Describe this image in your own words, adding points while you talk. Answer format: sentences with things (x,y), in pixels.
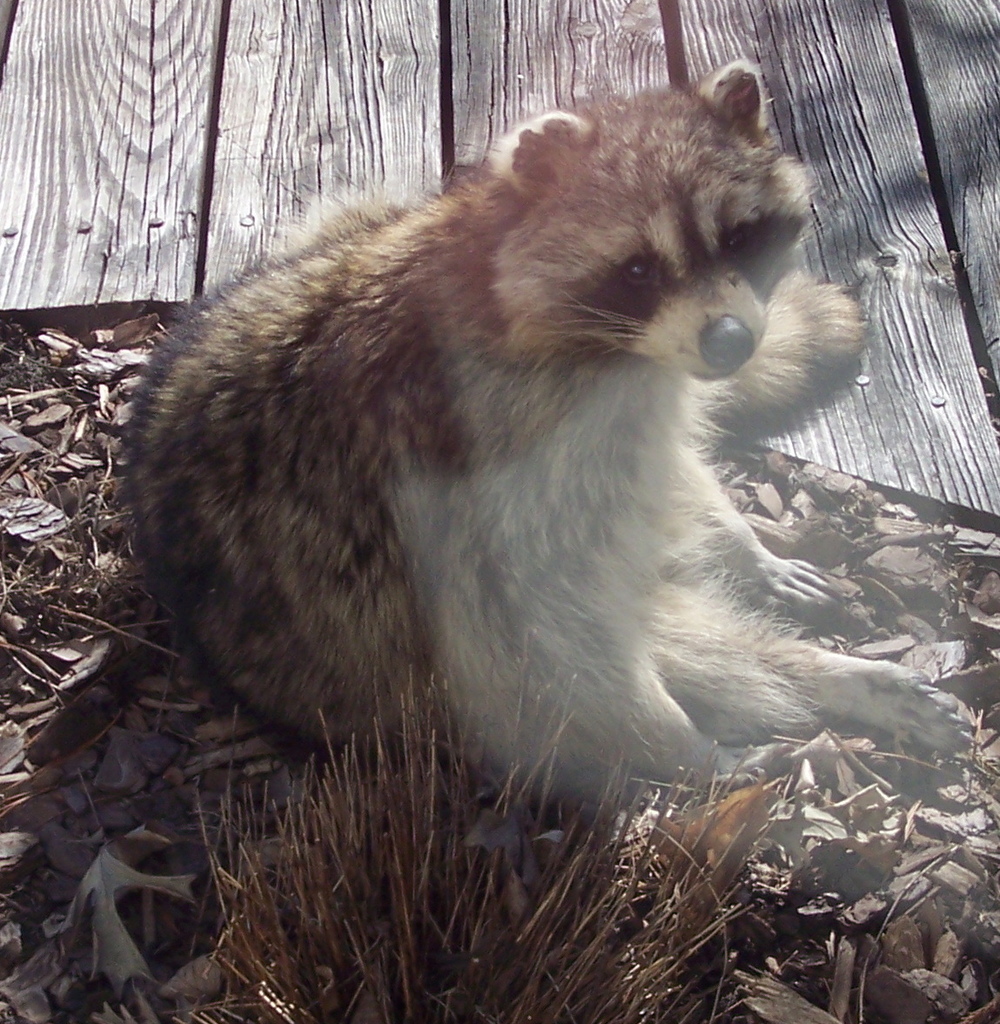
In this picture there is a raccoon (474,765) sitting on dried leaves (144,676) and there is a wooden object (493,82) beside it.
